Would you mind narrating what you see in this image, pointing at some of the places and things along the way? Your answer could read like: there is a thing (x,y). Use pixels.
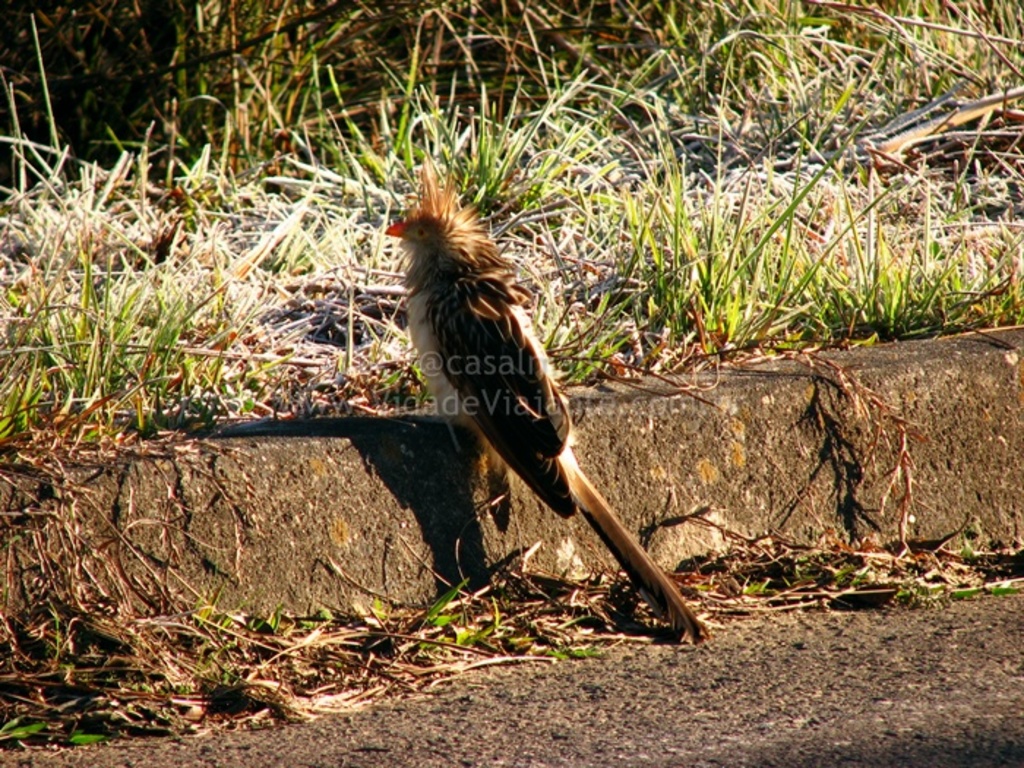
In this picture we can see grass (624,78) and a bird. In the middle portion of the picture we can see watermark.
